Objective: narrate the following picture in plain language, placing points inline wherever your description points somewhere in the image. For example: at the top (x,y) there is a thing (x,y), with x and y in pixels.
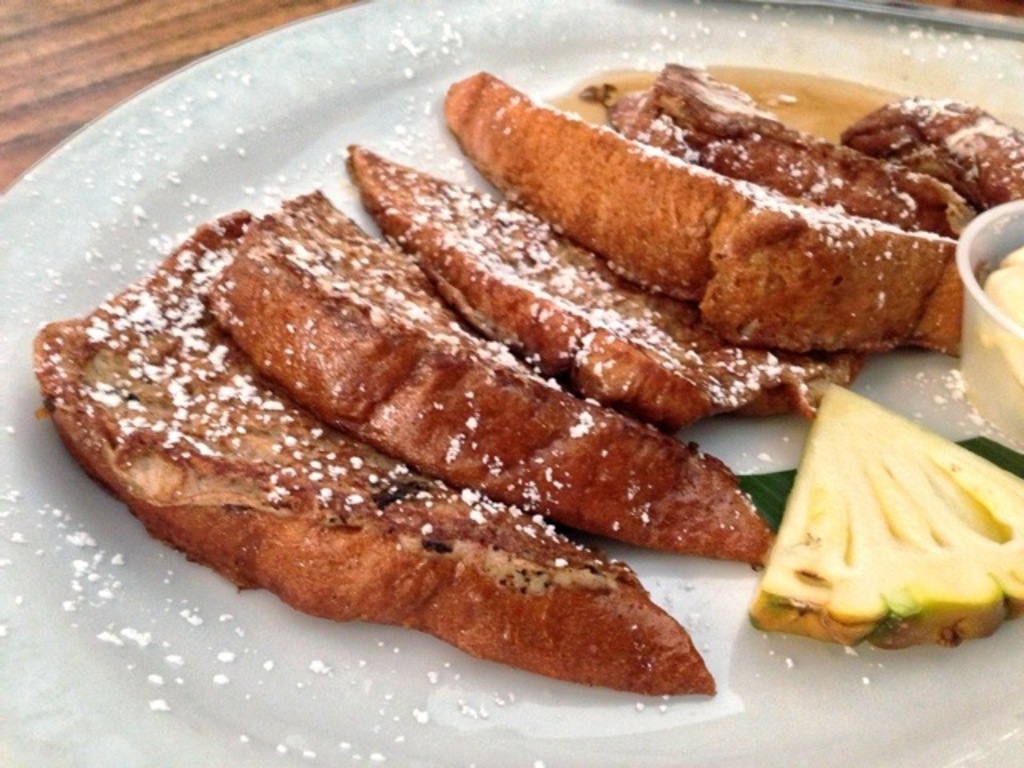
In this image I can see a plate (797,41) in which food items (1013,144) are there kept on a table (195,41). This image is taken may be in a room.
